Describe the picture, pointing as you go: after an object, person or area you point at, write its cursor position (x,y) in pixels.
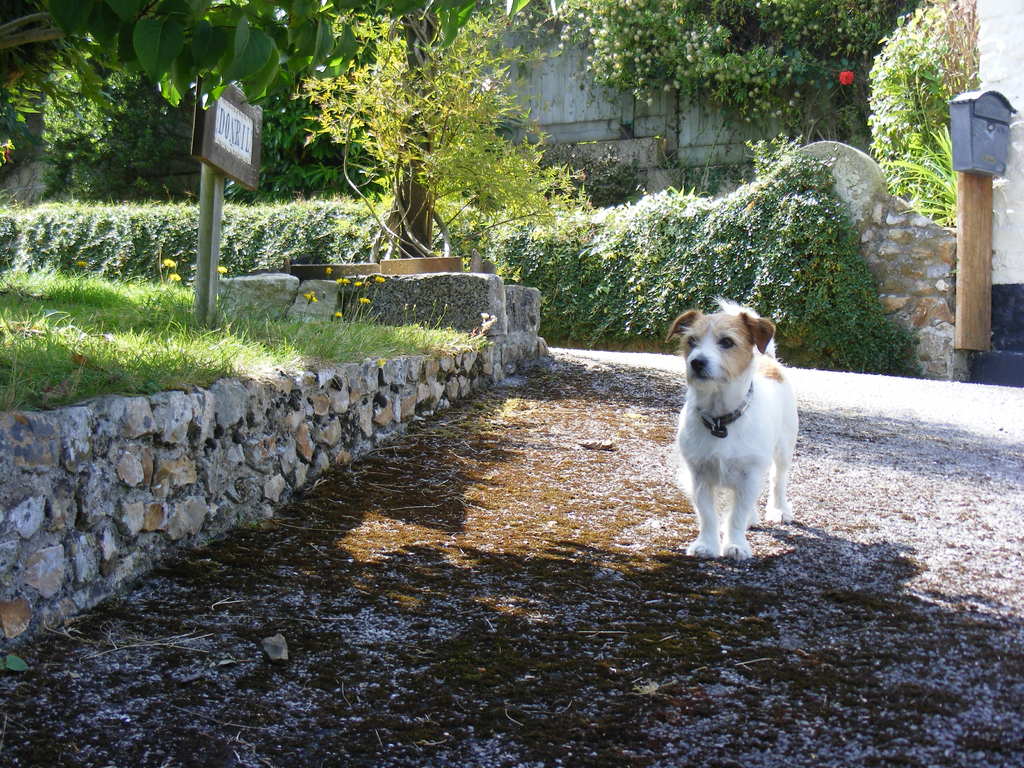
In this picture we can see a dog (750,456) is standing in the front (765,437), on the left side (160,355) there is a board (258,165) and grass (189,298), we can see some plants (641,66) in the background (682,43), on the right side (970,164) there is a mailbox (975,139).
